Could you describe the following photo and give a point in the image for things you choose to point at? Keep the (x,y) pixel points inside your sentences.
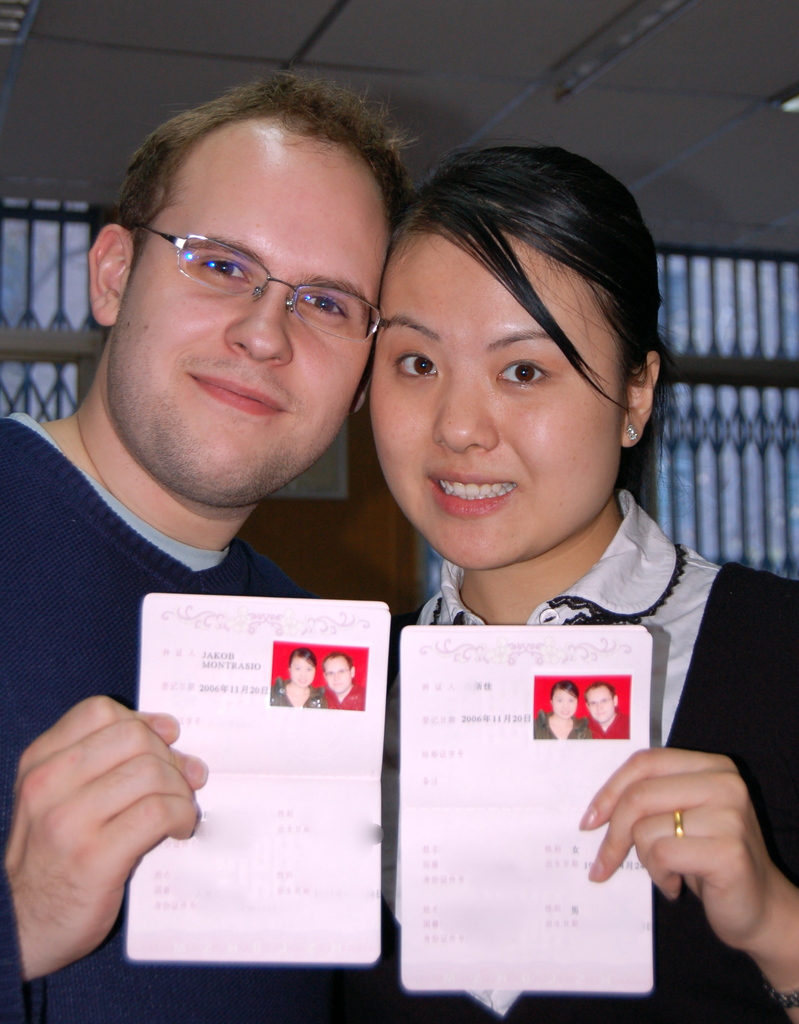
In the middle of the image (521,354) two persons (89,632) are standing and smiling and holding some papers (361,614). Behind them there is wall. At the top of the image (430,69) there is ceiling (391,69).
